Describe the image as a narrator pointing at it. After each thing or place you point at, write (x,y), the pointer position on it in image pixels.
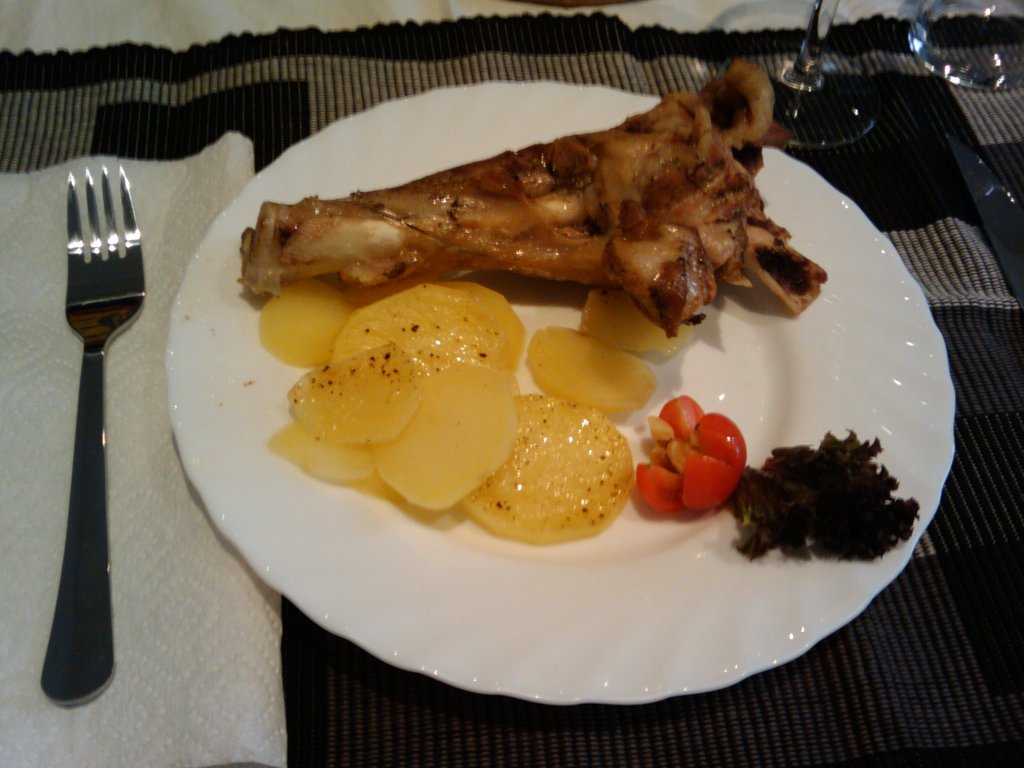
In the center of this picture (641,441) we can see a white color plate (818,362) containing some food items (831,457). On the left (104,264) we can see a fork (101,266), napkin (204,171) and a tablecloth (367,51). In the background (834,90) we can see the glasses (811,26).
